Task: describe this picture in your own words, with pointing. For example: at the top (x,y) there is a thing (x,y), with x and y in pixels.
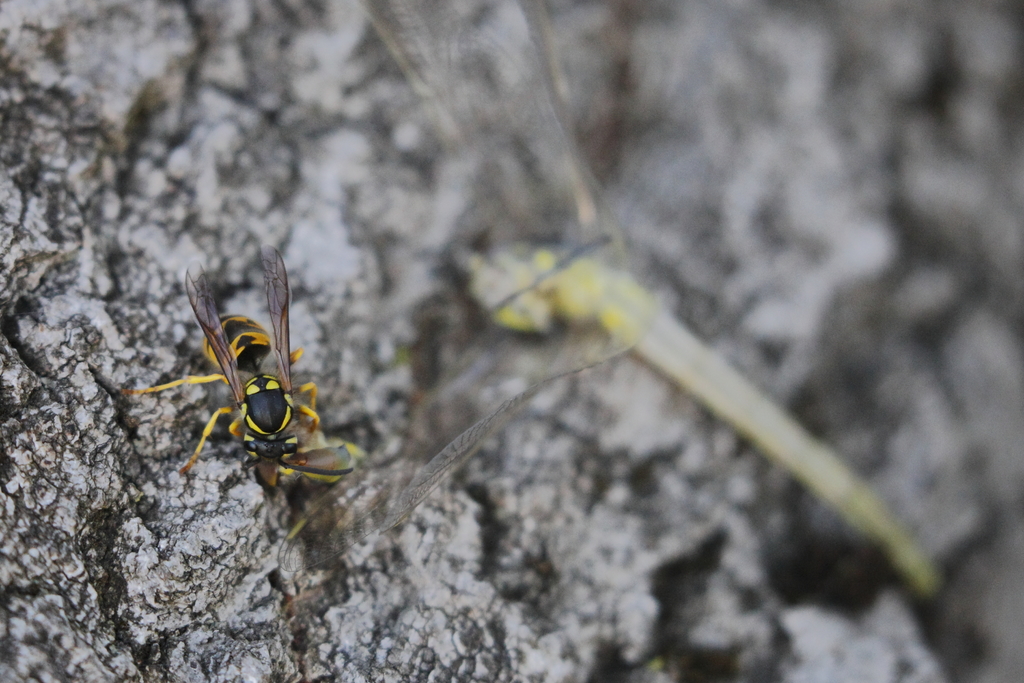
This picture seems to be clicked outside. On the left (308,429) we can see a wasp (244,399) on the rock (178,455) and we can see a dragonfly (604,345). In the background (500,475) we can see some object (77,344) seems to be the rocks (244,533) and we can see some other objects (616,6).
